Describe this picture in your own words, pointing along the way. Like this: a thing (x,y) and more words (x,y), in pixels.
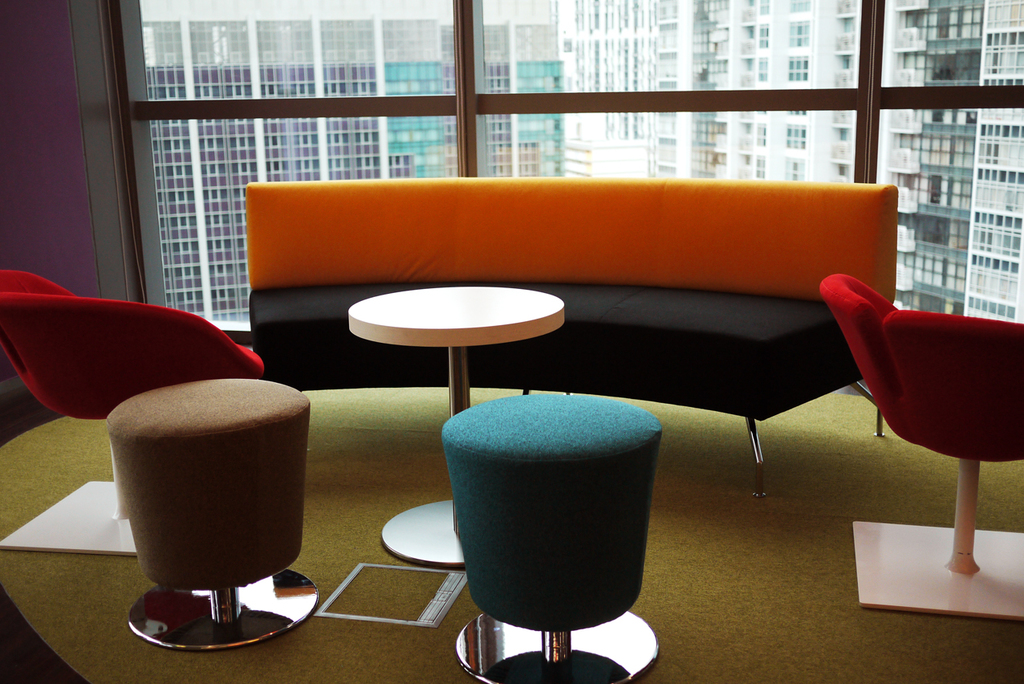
In this image I can see a sofa (373,363) and few chairs (608,624). In the background (390,87) I can see few buildings (500,64).
